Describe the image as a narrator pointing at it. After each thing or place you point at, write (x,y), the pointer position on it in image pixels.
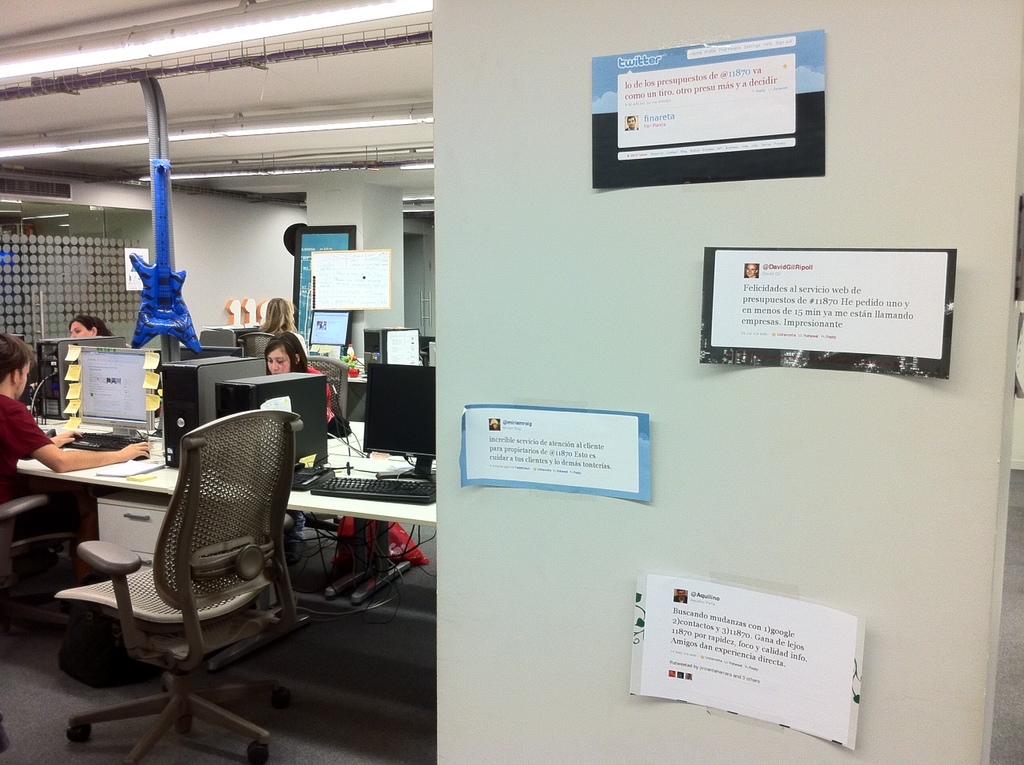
In this image we can see some people (11,487) sitting on the chairs (3,522) beside a table (120,482) containing some computers (127,395). We can also see an empty chair (179,569), wires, a cupboard (143,536) and some papers (640,672) pasted on a wall (703,579). On the backside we can see a inflatable guitar (153,272) and a roof (271,73) with some ceiling lights (176,41).
